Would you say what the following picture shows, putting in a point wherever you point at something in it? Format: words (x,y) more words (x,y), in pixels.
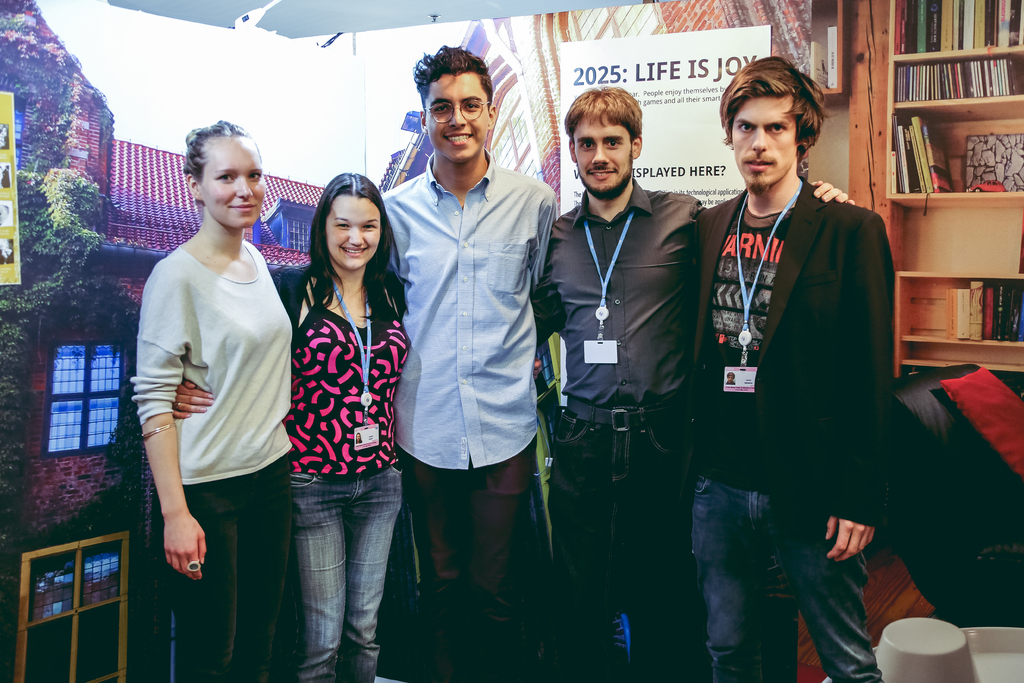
In this image, there are a few people (635,473). We can see the ground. We can also see an object (888,634) on the bottom right corner (901,649). We can see some shelves (957,205) with objects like books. There are a few boards (644,108) with text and images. We can also see the wall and a sofa (996,514) with a red pillow (977,415).
